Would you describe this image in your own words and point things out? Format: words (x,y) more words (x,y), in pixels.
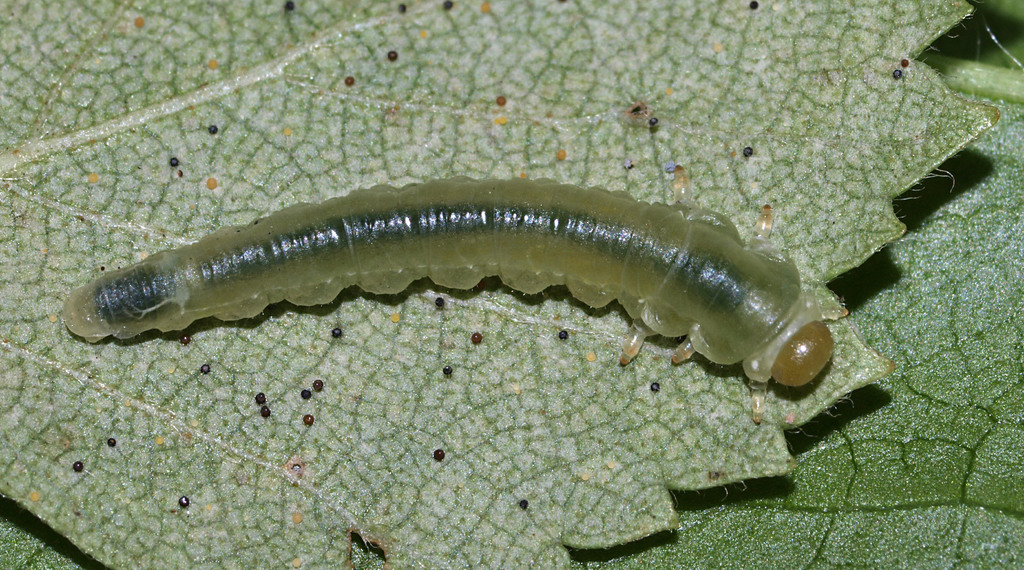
In this image I can see a larva (351,262) on a leaf (501,440) and there are few black color objects (264,409) placed on the leaf (222,109).
